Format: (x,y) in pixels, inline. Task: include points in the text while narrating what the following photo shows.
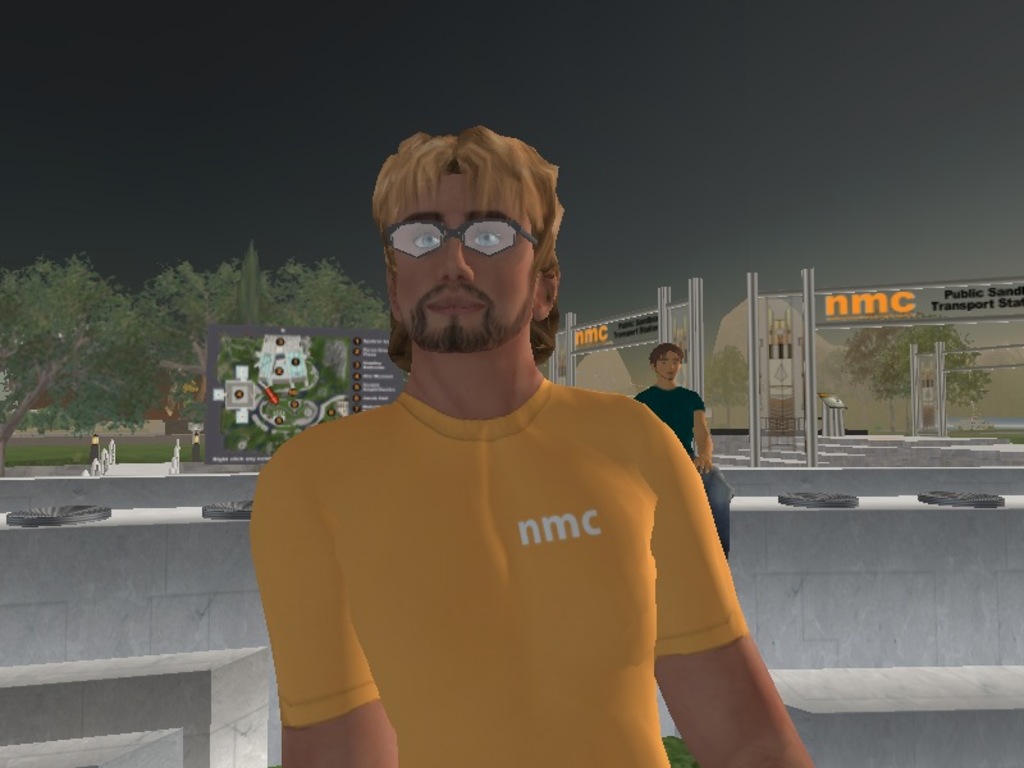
This is an animated image. In this image we can see a man (565,532) wearing glasses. On the backside (846,365) we can see a person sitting on a wall (817,583), some buildings (774,443) with sign boards (246,410) and some text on it, trees (961,376), grass (169,452) and the sky (586,270).
